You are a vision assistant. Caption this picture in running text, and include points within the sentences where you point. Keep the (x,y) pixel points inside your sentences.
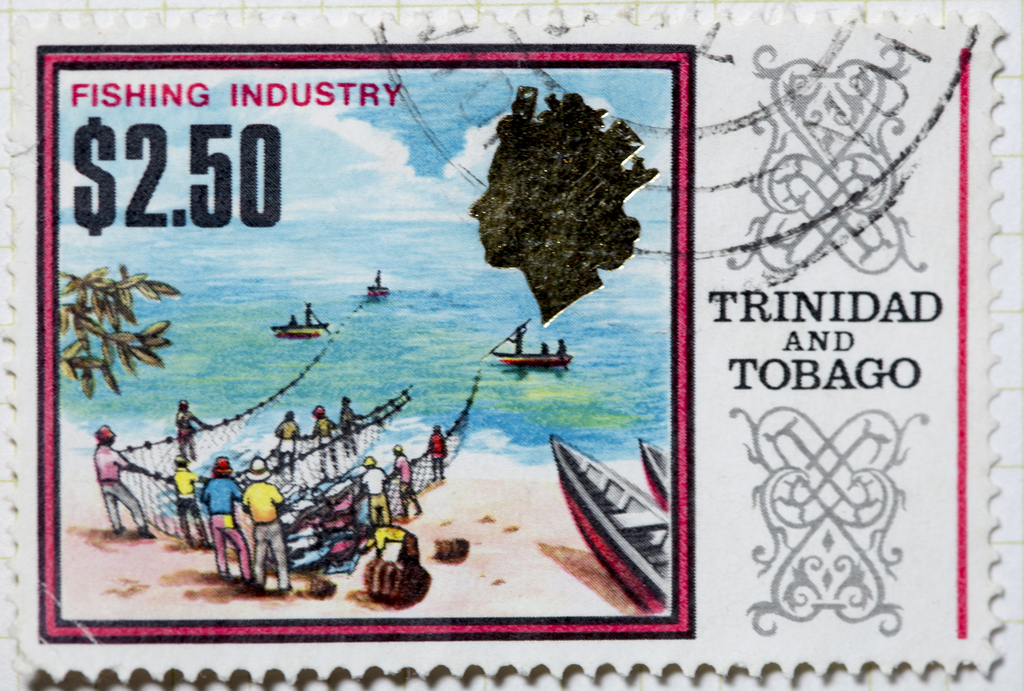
In this picture, it seems like a stamp (258,321), where we can see a poster (363,370) and text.
